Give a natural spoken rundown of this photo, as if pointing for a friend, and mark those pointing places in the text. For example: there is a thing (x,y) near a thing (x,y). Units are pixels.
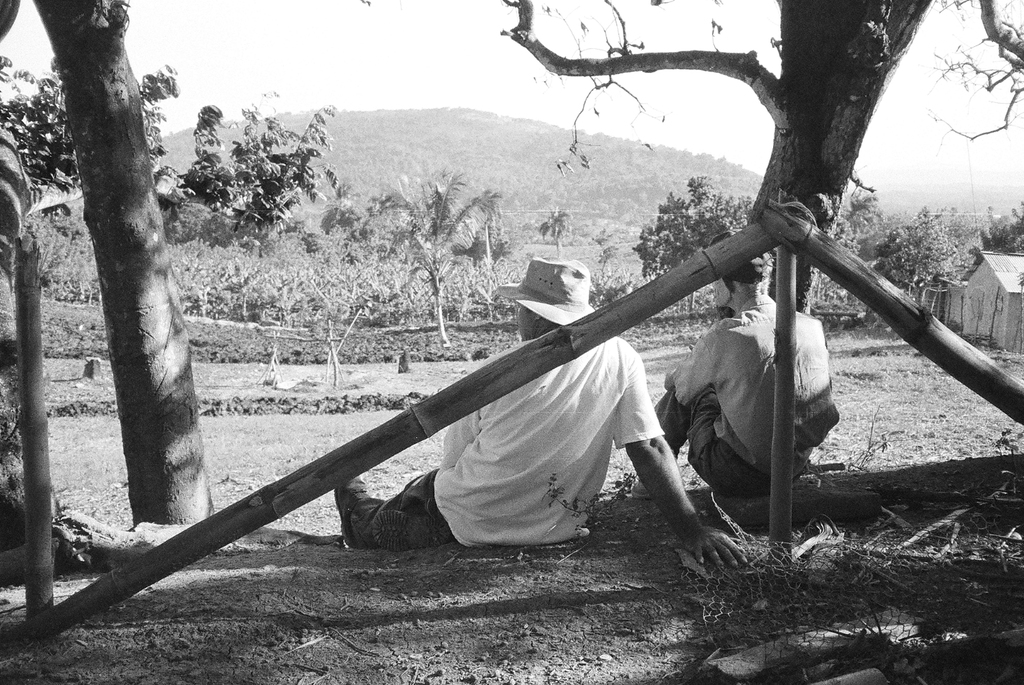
This is a black and white image. In this image there are two persons (650,412) sitting. One person (497,489) is wearing hat (509,298). There are wooden poles (790,377). Also there are trees (861,219). In the back (532,194) there is a hill (442,139). On the right side (957,293) there is a hut (977,302). In the background (728,42) there is sky (934,41).
